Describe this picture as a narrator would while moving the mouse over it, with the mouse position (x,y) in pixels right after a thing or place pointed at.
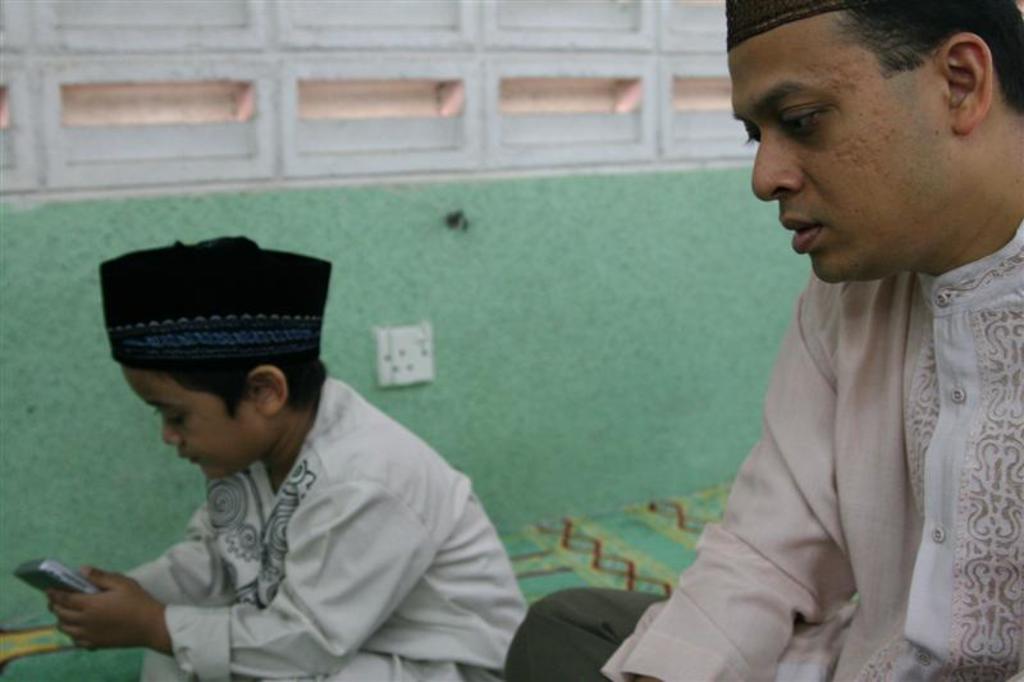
In this image we can see two people (347,496). One boy (322,486) is holding a mobile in his hands (120,584). In the background (399,344), we can see the switch board (399,360) on the wall (594,197).
